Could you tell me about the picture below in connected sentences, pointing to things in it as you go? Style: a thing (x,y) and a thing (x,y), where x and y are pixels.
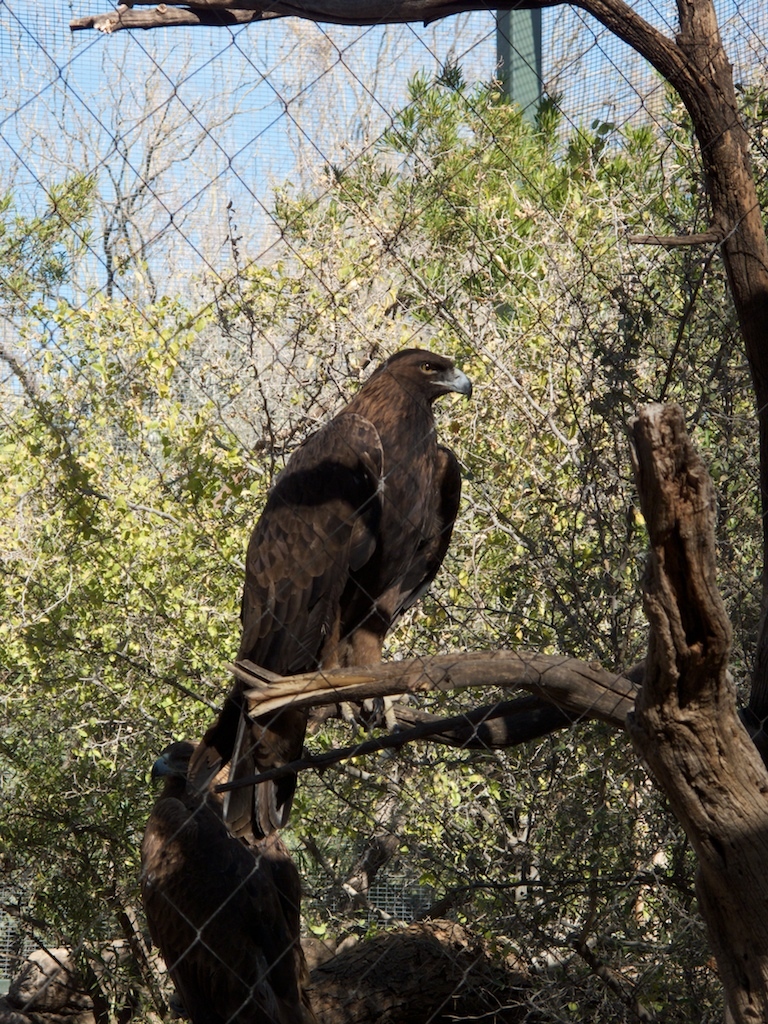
Here in this picture we can see eagles (260,534) present on the branches (654,656) of a tree (658,643) and in the front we can see a fencing (391,428) and we can also see plants (540,615) and trees (534,611) present over the place and we can see the sky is clear.
